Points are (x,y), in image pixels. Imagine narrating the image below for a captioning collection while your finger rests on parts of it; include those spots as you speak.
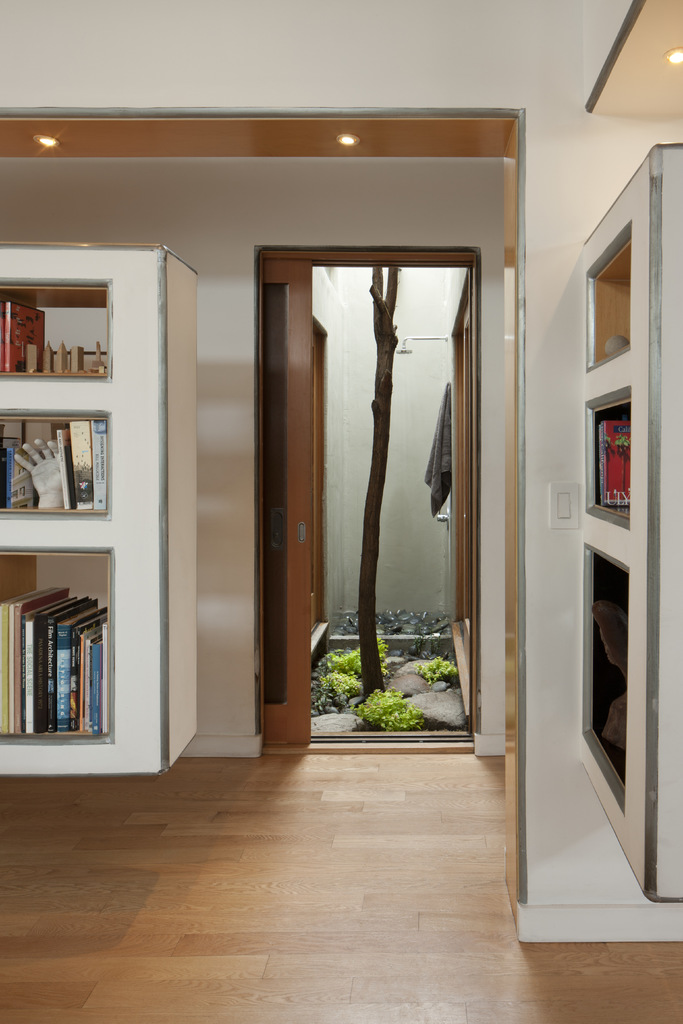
In this image we can see there is an inside view of the building (368,423) and there are cupboards (592,655), in that there are books (0,451), toy (39,472) and wooden sticks (73,368). And there is a ceiling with lights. There is a door (282,735), through the door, we can see the cloth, plants (354,655), stones (440,690) and a tree trunk (381,671).
